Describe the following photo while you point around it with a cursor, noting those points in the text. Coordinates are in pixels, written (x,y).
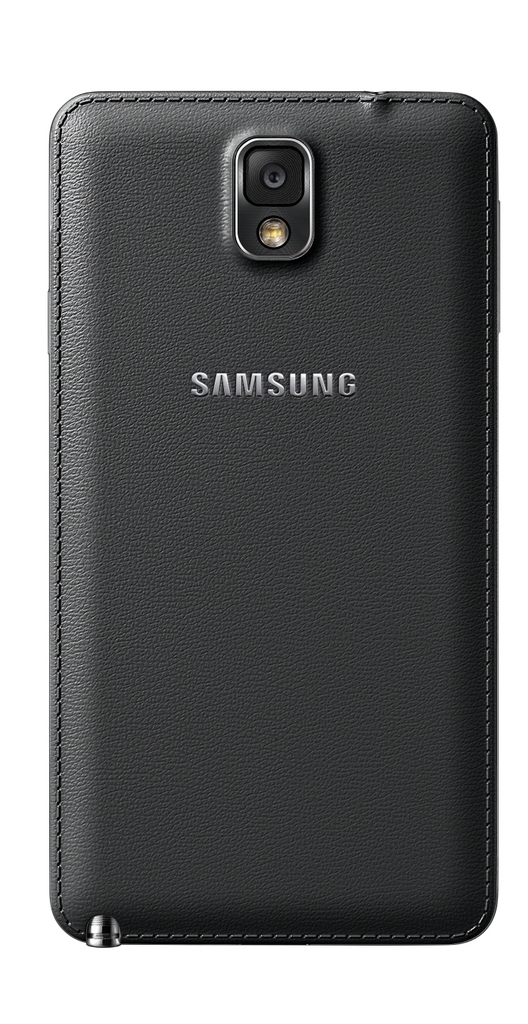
In this picture we can see back side (312,555) of a mobile (310,558), here we can see a camera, light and some text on it.
